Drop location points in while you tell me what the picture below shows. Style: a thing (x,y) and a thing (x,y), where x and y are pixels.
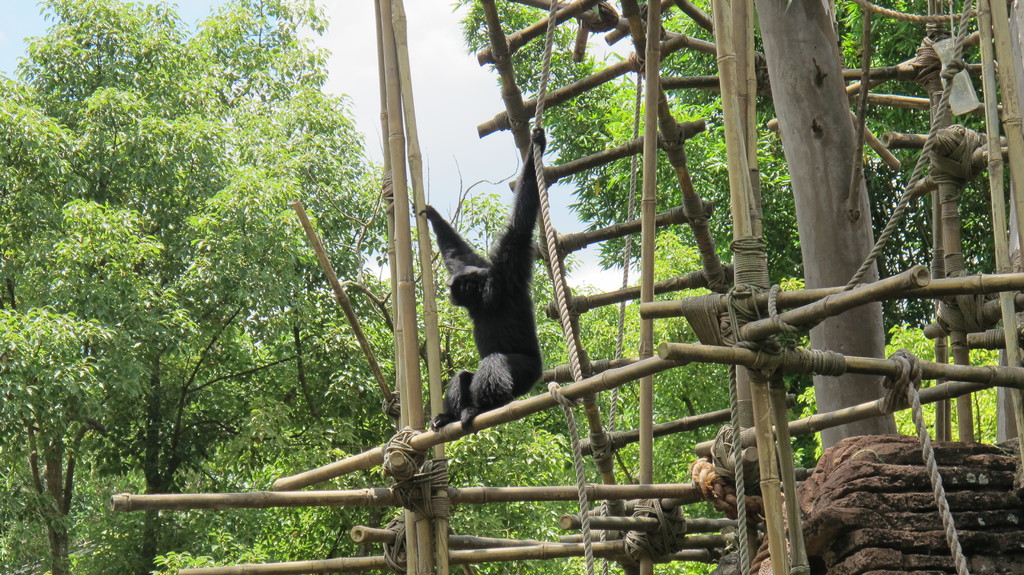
This image consists of a gibbon (493,377) standing on the sticks (435,412). It is in black color. In the background (184,367), there are trees (352,161). To the right (936,193), there are many sticks (831,303) tied along with a rope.
